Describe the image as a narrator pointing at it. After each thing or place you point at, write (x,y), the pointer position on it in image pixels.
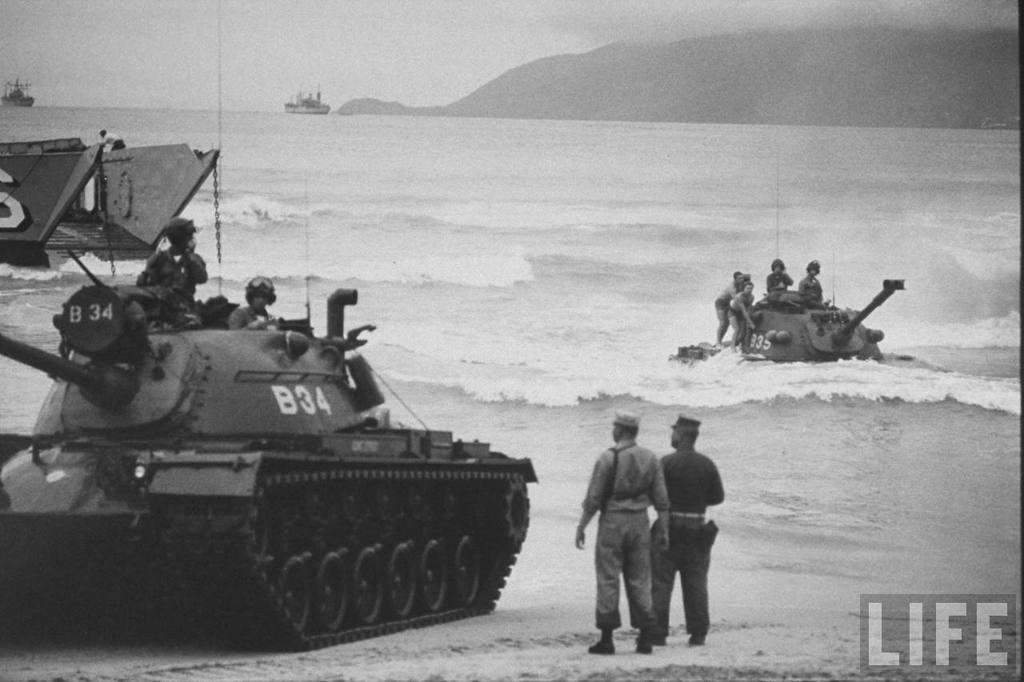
In this image I can see few persons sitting in the military tanker (296,499) and I can also see few persons (659,592) standing. Background (432,183) I can see the water (541,187) and the image is in black and white.
